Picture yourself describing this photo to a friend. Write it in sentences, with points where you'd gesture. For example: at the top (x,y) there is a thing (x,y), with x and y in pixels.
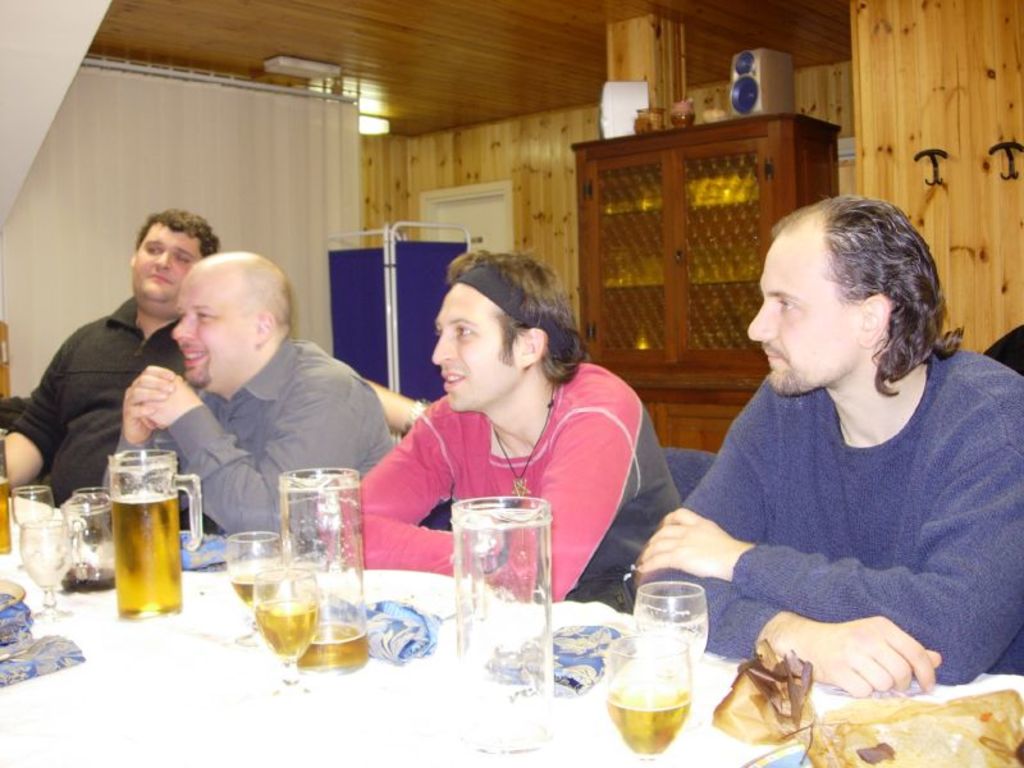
In this image there is a table (13,742) on which there are glasses (625,682), jars (157,532) and other objects (575,636). There are people (471,478) sitting on chairs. In the background of the image (896,137) there is wooden wall (538,187). There is a cupboard (719,199) with objects (621,111) on it. At the top of the image (475,69) there is ceiling (475,25).
